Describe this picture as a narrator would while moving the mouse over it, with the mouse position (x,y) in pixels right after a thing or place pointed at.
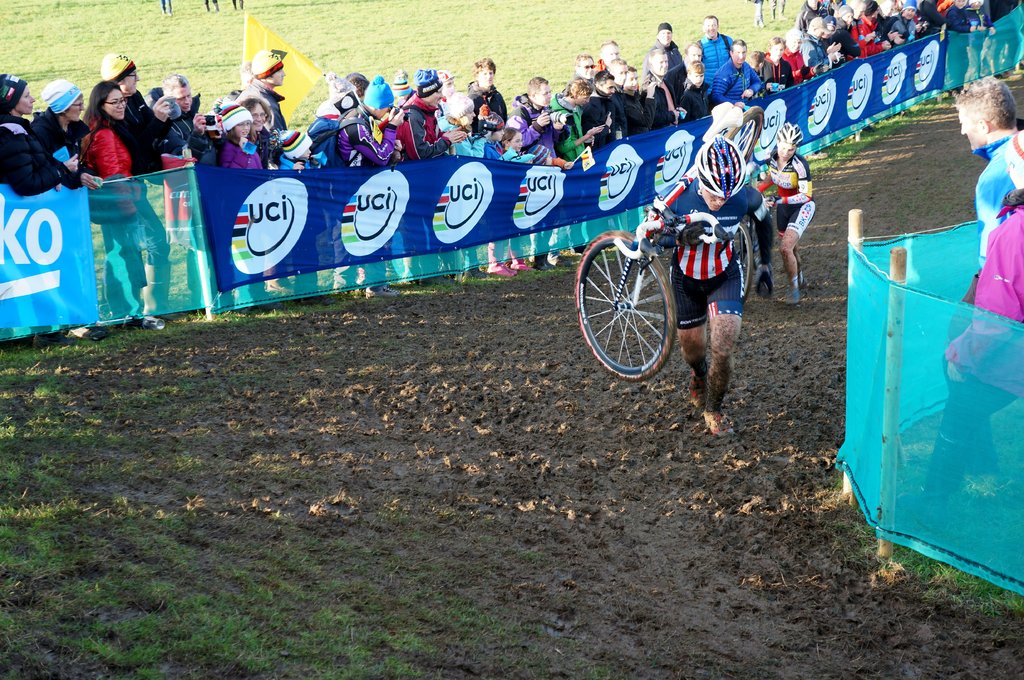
In the middle of this image (673,261), there is a person (756,226) holding a bicycle (661,201) and running in the wet mud (726,452). Behind him, there is another person (797,134) holding a bicycle (748,260) and running in the mud (761,308). On both sides of this muddy road (861,189), there are banners (51,245) arranged as fence (390,233) and there are persons (958,7). In the background (296,70), there are other persons (234,6), a yellow color flag (288,60) and there's grass (202,26) on the ground (545,26).
